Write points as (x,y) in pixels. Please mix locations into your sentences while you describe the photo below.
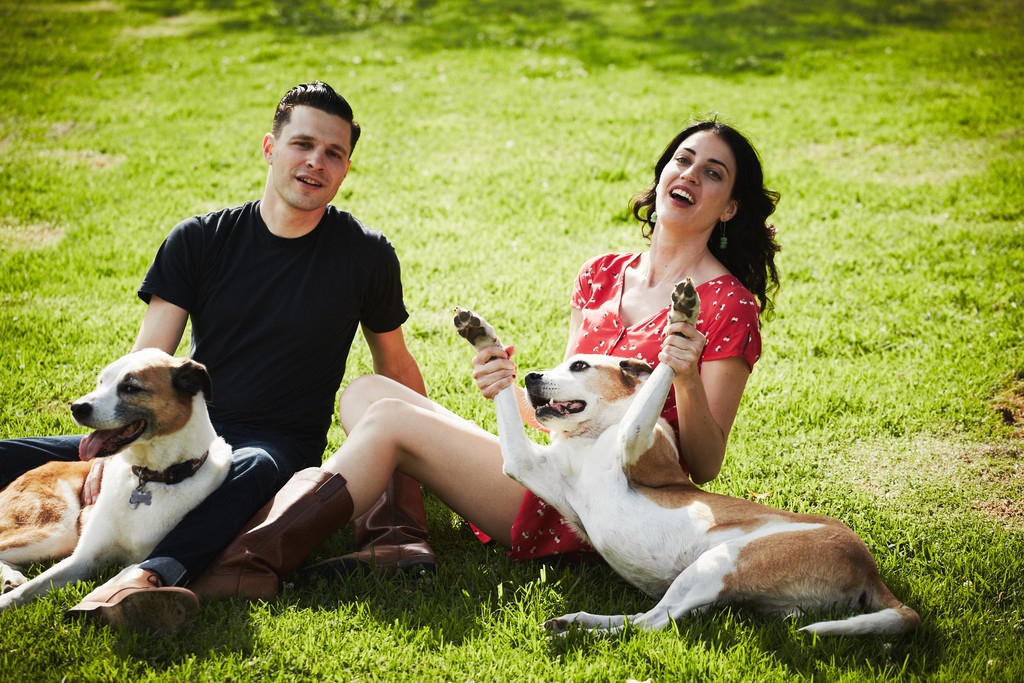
Here we can see a woman (719,387) wearing a dress (731,339) in red colour, playing with a dog (589,529). At the left side of the picture (325,355) we can see a man (339,252) wearing black colour shirt (238,334) and dog (200,394) is sitting in his lap (251,486). This is a fresh green grass (447,74).
